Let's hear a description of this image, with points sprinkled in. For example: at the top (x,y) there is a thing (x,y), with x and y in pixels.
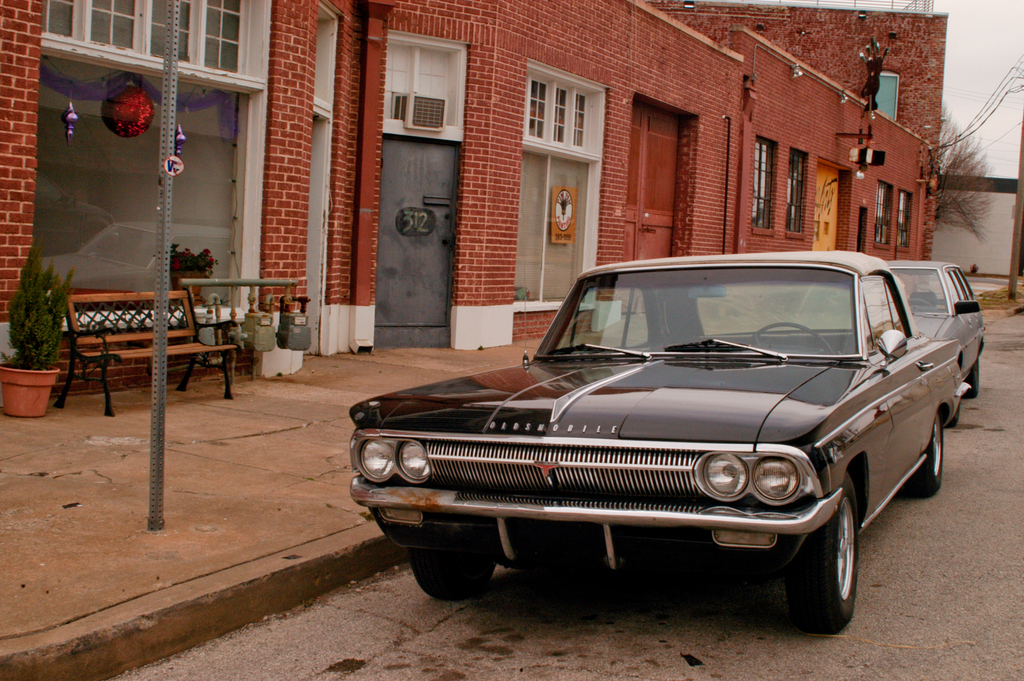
In this image, we can see cars (688,534) on the road (740,599) and in the background (542,145), there are buildings (857,77) and we can see a tree (951,158), a pole (167,223), a bench (137,309) and a houseplant (18,315) and we can see some other objects (288,305) and some decor (146,102) and a board (561,225) and some cables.
